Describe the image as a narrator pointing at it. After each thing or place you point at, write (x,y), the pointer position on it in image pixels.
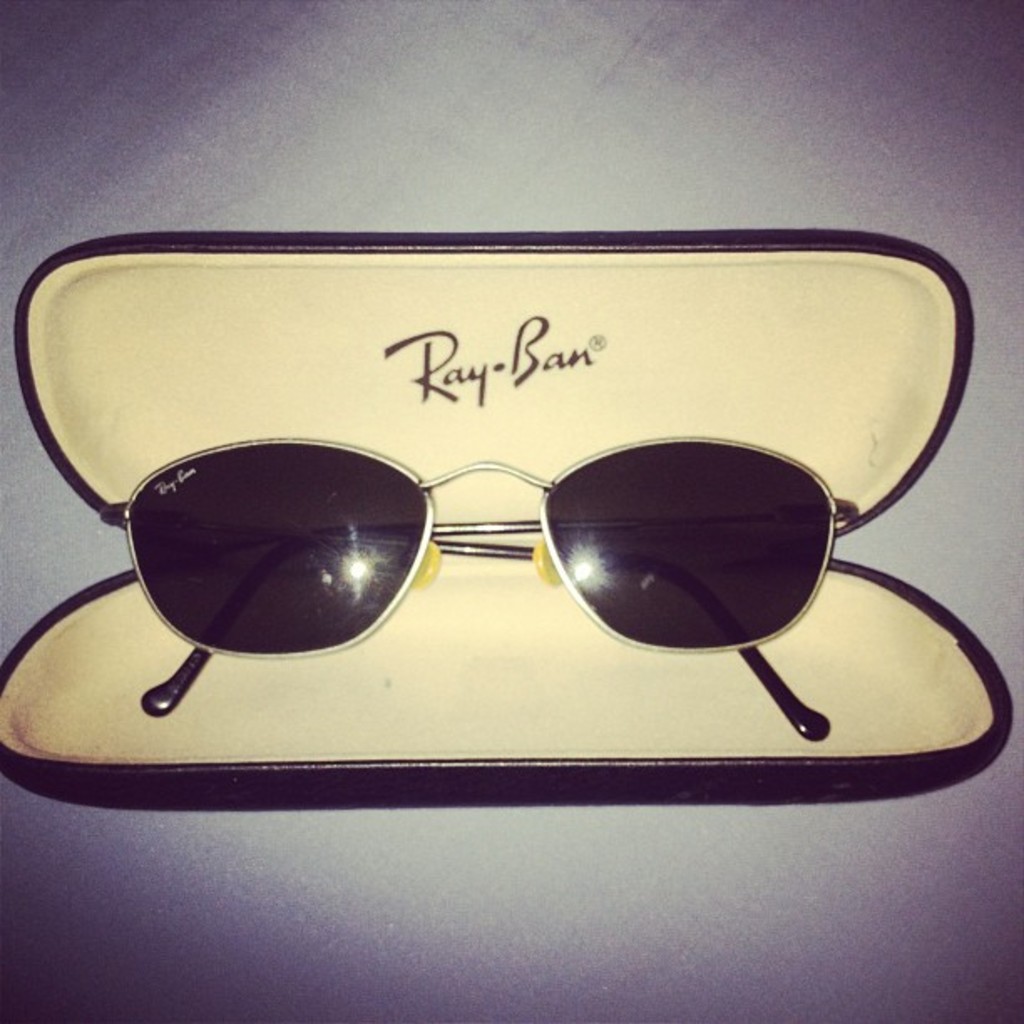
In this image there is sun glass (390,551) in a box (187,248).
